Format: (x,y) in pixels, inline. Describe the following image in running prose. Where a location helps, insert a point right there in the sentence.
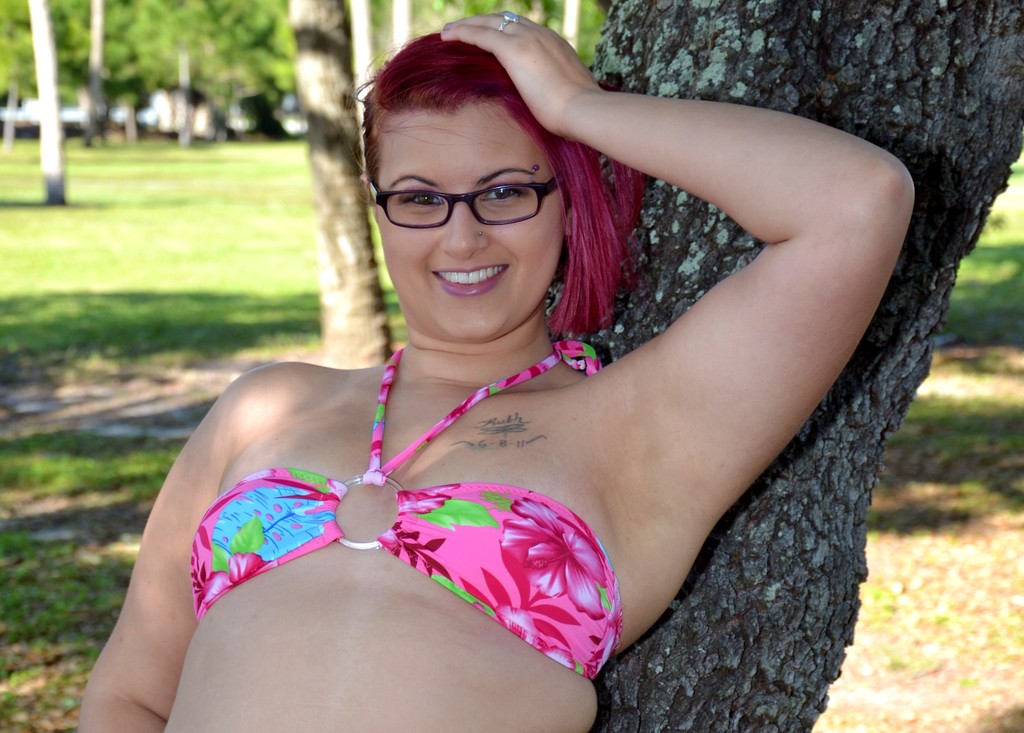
In the picture I can see a woman (343,607) wearing pink color bikini (379,402) and spectacles (543,192) is lying on the tree trunk (705,635) and smiling. Here we can see a tattoo (525,441) on her chest (524,447). The background of the image (987,630) is blurred, where we can see the grass (210,213) and trees (72,100).
